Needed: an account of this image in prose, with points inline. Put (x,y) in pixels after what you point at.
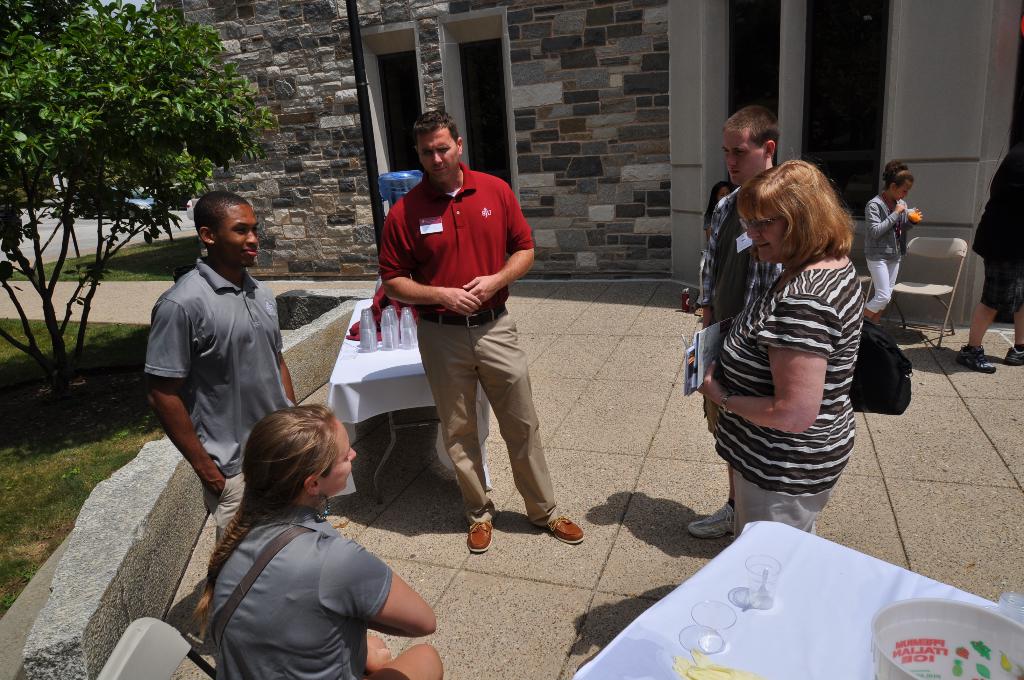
In this image I can see people (730,492) among them a woman (431,652) is sitting on a chair (132,634) and rest of them are standing. In the background (563,119) I can see a building (534,96), a tree (114,181), a pole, a chair (915,290) and some tables (375,361) on the floor (592,449). On the tables (781,583) I can see glasses (728,624) and other objects (379,331). Here I can see the grass (43,465).
